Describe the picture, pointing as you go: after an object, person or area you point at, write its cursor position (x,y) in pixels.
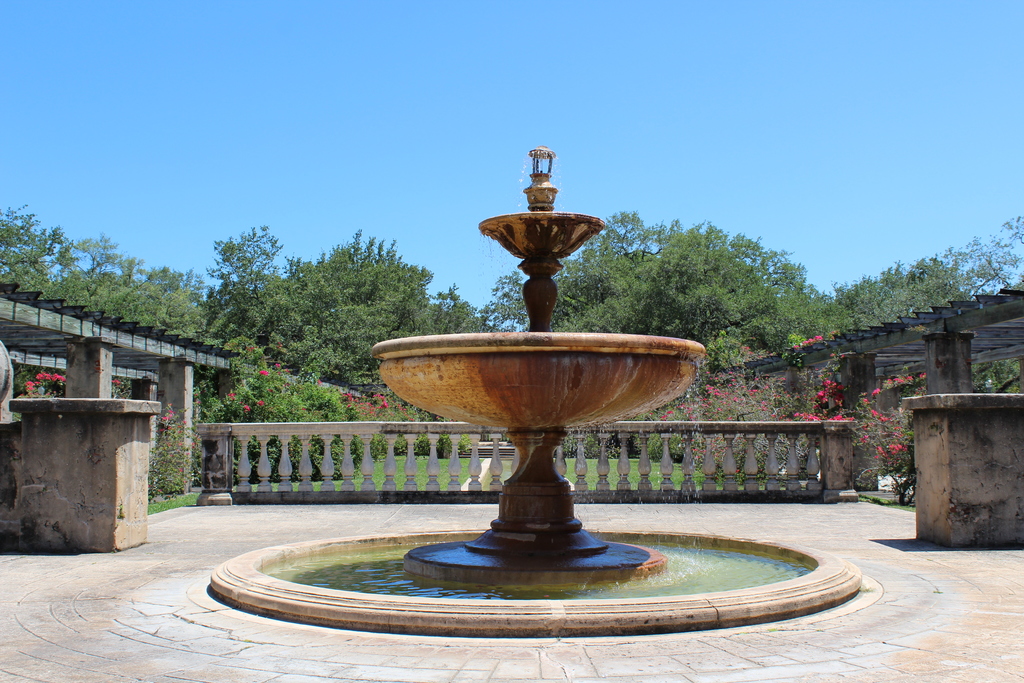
In this image there is a fountain (556,482) in the middle (583,419). At the top (437,62) there is the sky (407,174). In the background (319,392) there are plants (337,399) with flowers (383,398). Behind them there are trees (329,305). There are small pillars (127,483) on either side of the fountain (536,462). In the background (671,462) there is a cement railing (304,468).
